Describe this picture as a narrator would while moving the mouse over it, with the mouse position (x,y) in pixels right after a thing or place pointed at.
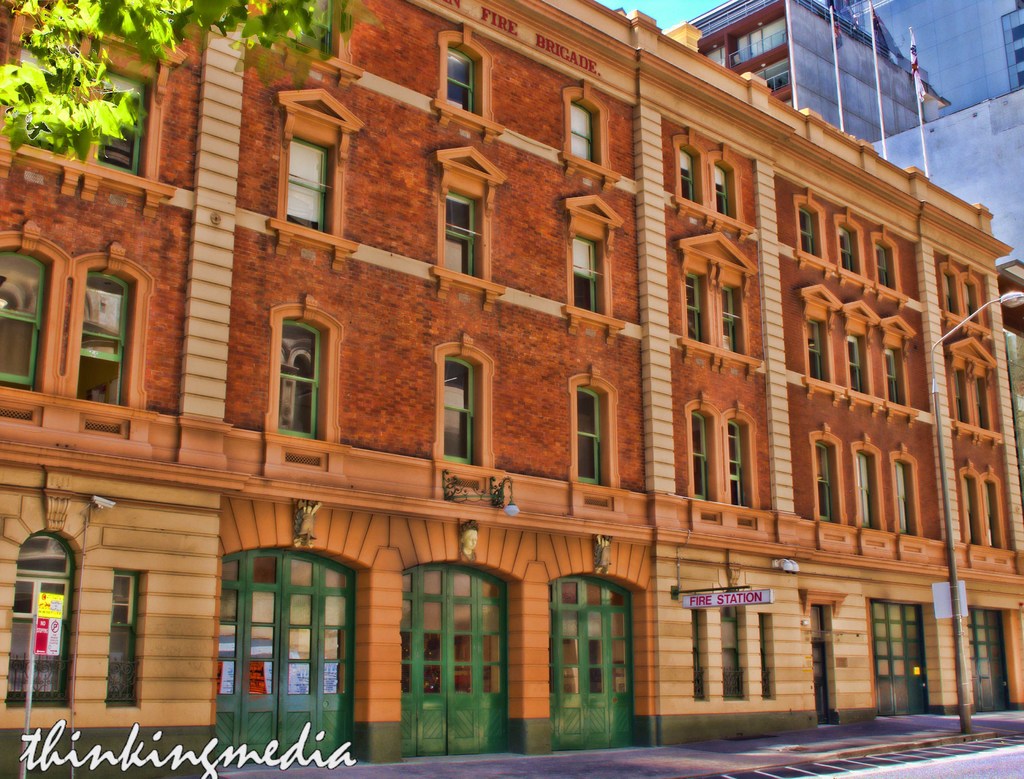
In this image we can see a building (595,409), on top of the building (648,199) there are three flag posts (878,96), in front of the building (619,618) on the pavement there is a sign board (59,632) and a lamp post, on the top left corner of the image (79,80) there are leaves (85,113) of a tree (66,120).
